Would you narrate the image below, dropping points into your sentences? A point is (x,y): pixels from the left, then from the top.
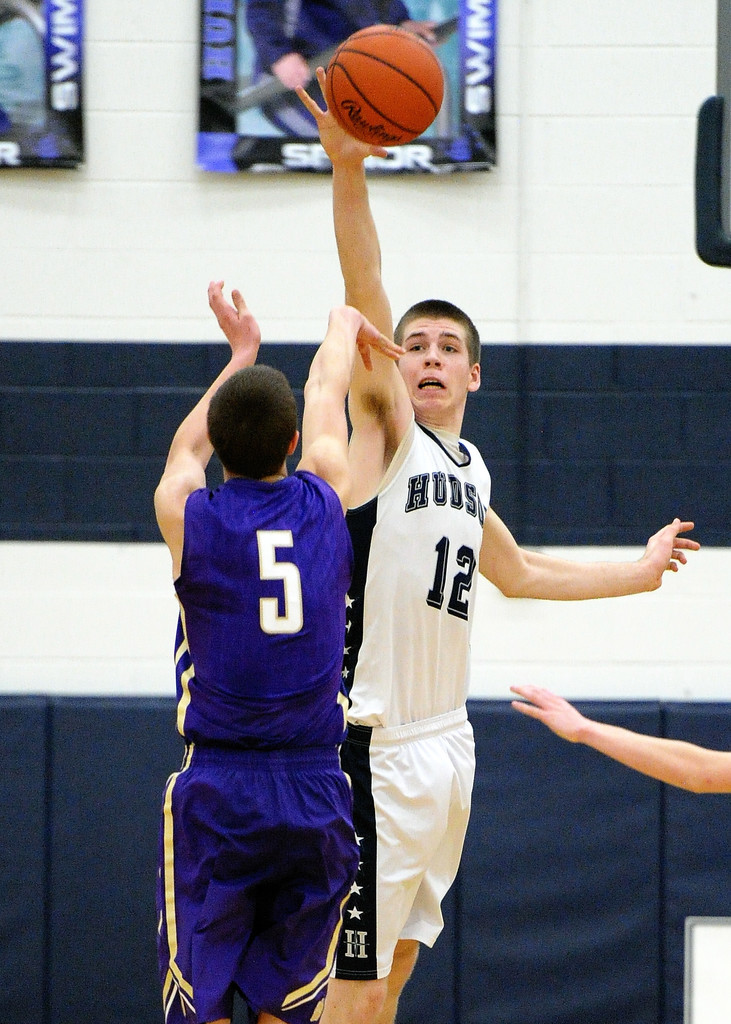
In the foreground of this image (430,671), there are two men (412,650) and it seems like they are in the air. On the right (633,753), there is a hand (622,745) of a person (677,743). At the top (426,100), there is a ball (426,100). In the background (99,332), there is a wall (92,261) and two banners (45,88).
